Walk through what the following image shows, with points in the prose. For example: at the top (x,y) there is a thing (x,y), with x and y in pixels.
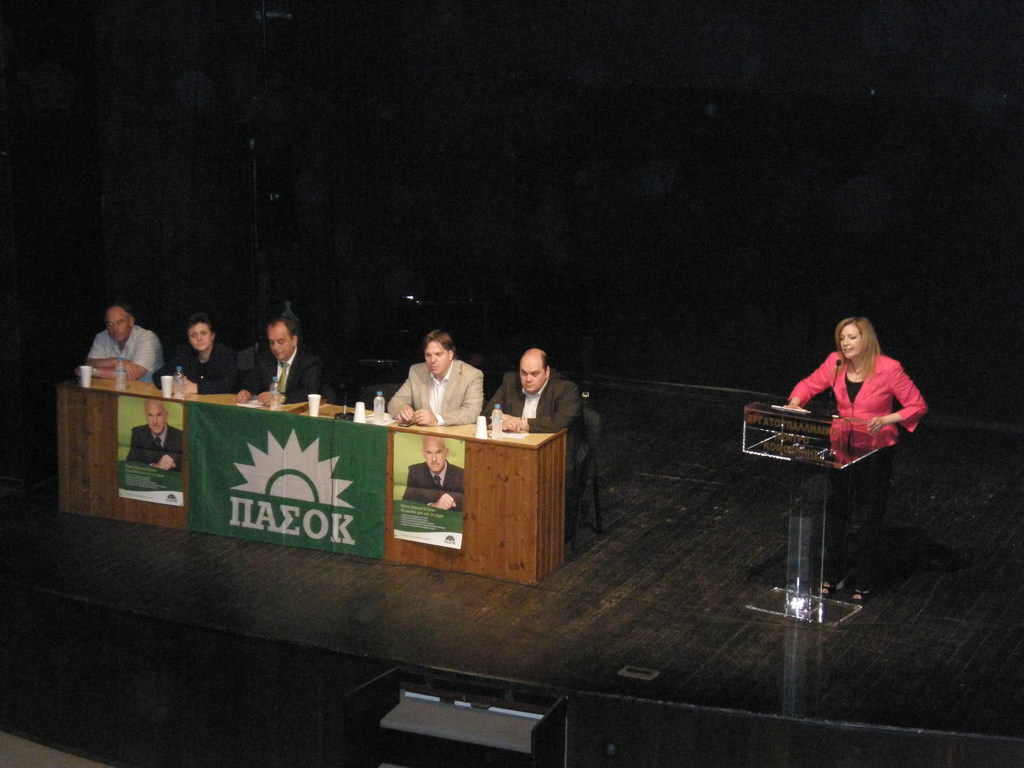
This picture shows that there are members (437,406) sitting in front of the table (231,396) in their chairs (590,415). On the table (463,425) there are glasses (476,423) and water bottles (380,401). There are both men (147,344) and women (184,355) in these five members (408,387). There is another woman (860,380) standing near the podium (807,472) and talking in front of a mic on the stage (646,575).
